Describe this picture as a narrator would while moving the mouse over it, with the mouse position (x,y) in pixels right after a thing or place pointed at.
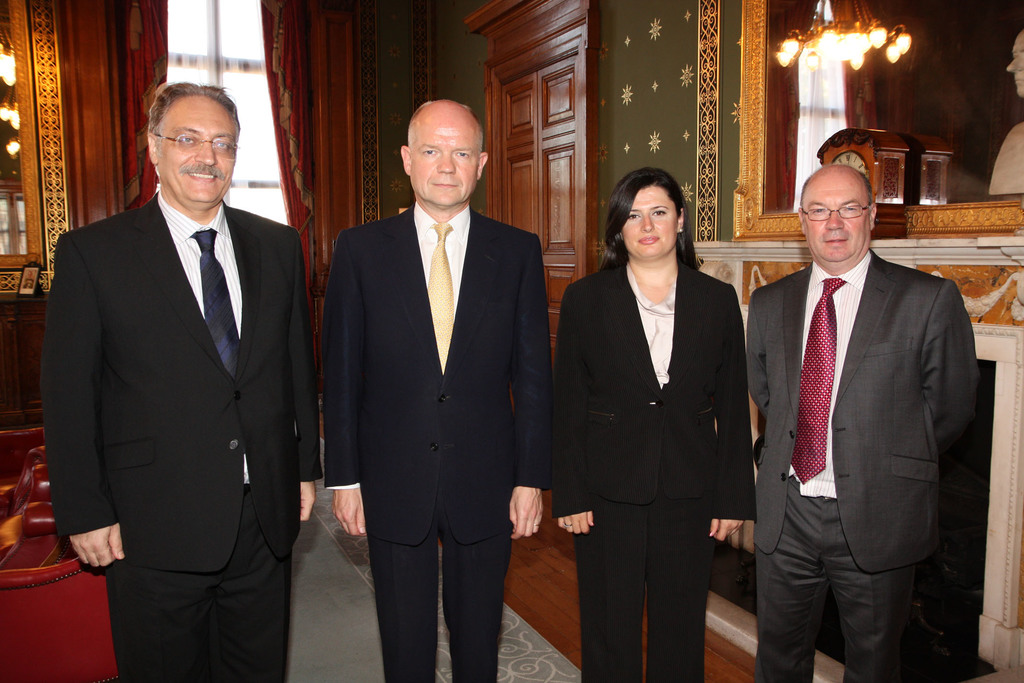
In this image we can see some people (699,495) standing on the floor (341,642). On the left side of the image (71,590) we can see chairs (39,456), a photo frame (37,286) placed on the surface (26,300) and a mirror (1,221). On the right side of the image (898,191) we can see a clock (885,183), statue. At the top of the image (523,149) we can see curtains (304,38), door (560,139) and some lights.
